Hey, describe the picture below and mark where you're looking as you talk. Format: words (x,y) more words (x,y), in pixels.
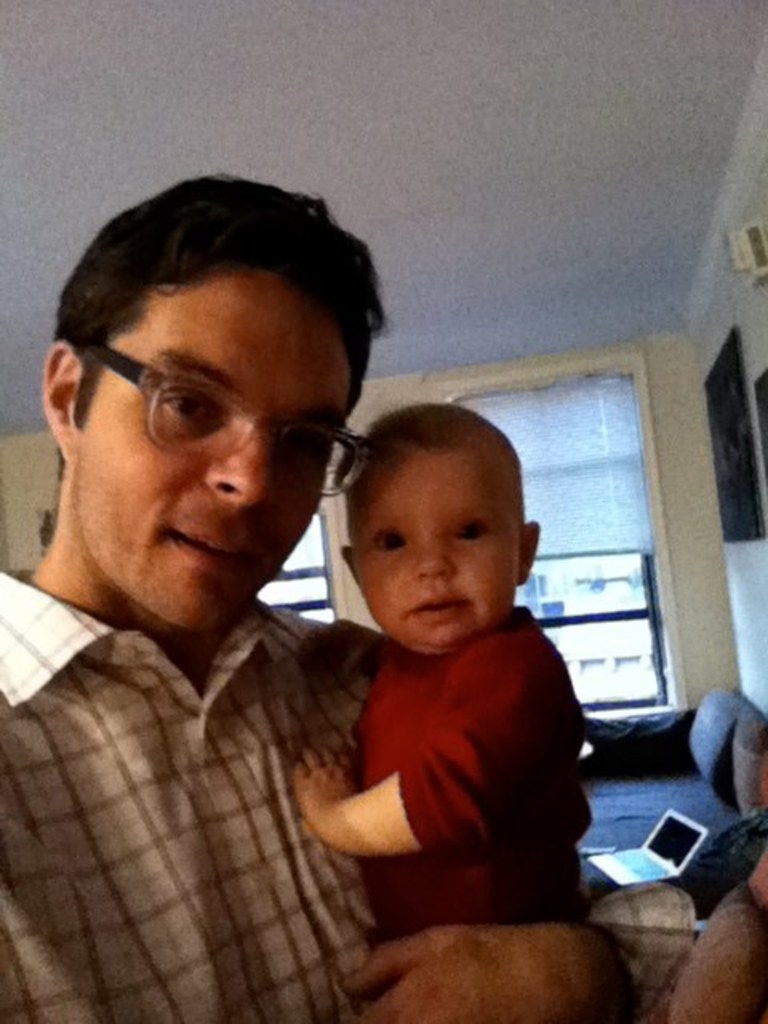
The picture consists of a man (138,784) holding a baby (445,812). On the right (678,781) there is a couch (676,797), on the couch (709,902) there are pillow (727,698), laptop (686,838) and cable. In the background (548,467) there are windows (556,466). On the top right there is a picture (728,342). At the top (392,46) it is ceiling (387,90).
